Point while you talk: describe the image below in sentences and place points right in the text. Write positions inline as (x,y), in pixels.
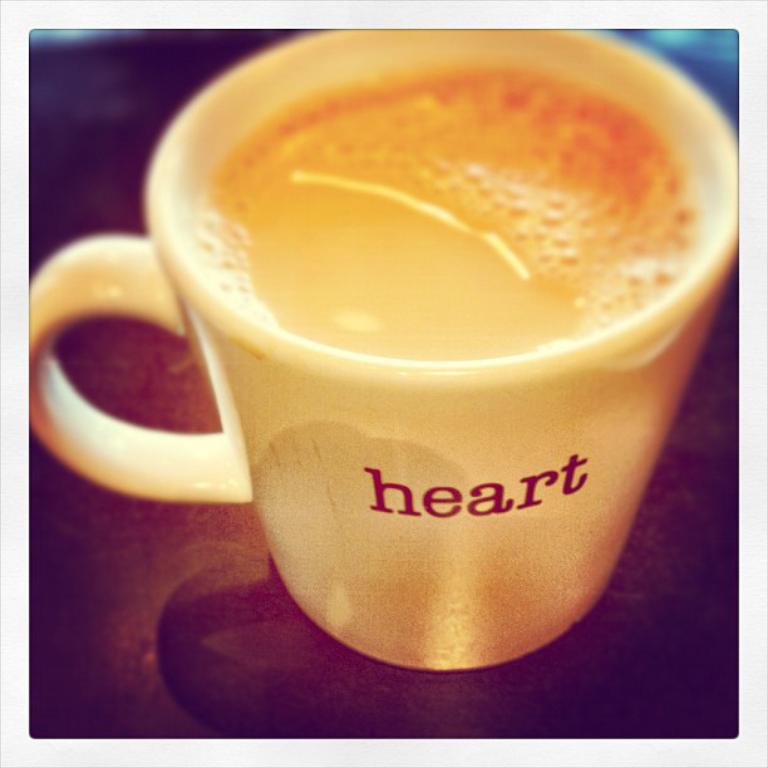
In this image I can see the cup (392,507) on the brown color surface (230,638). There is a drink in the cup (410,385) and I can see the name heart (450,488) is written on the cup (501,550).
